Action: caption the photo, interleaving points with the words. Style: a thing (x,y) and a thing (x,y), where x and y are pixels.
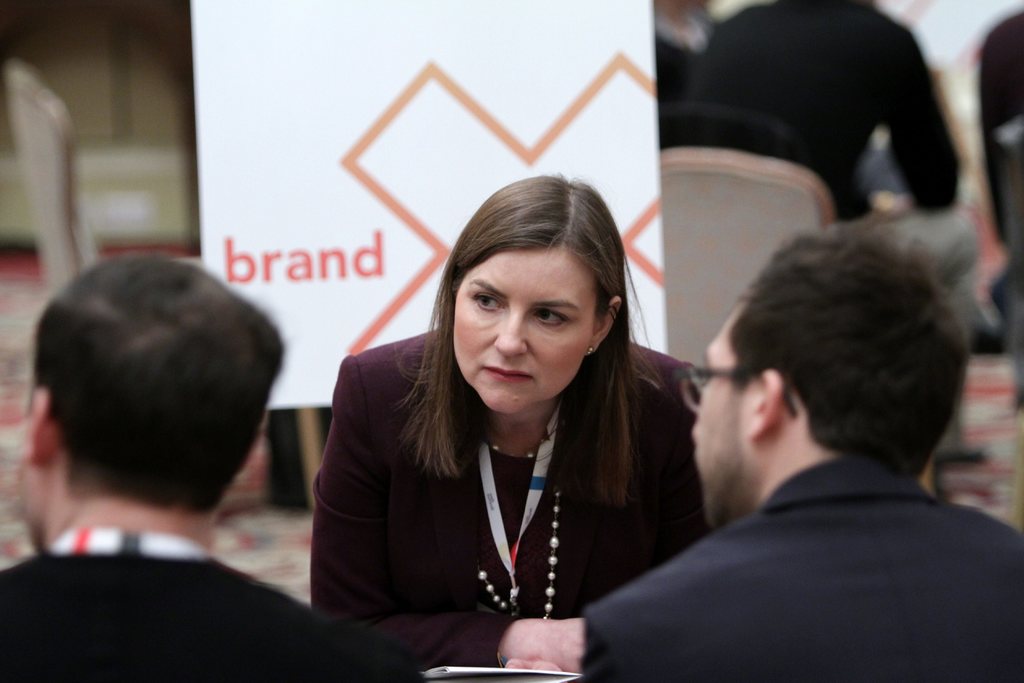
In the center of the image (446,324) there is a lady (477,563). At the bottom (339,649) we can see two people (699,602). In the background (714,218) there are people (776,104) sitting in the chairs (725,179) and we can see a board (369,116).
